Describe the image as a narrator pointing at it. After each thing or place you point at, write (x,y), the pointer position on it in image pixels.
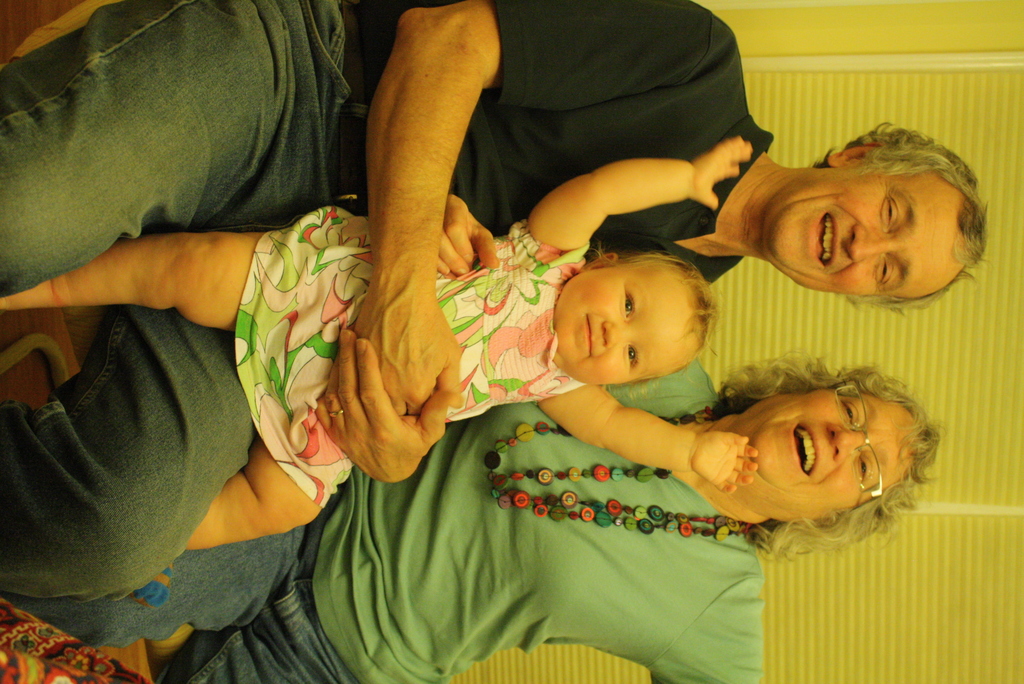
In this image there are persons (495,332) sitting in the front (430,361) and smiling. In the background (994,308) there is a window (984,369).
